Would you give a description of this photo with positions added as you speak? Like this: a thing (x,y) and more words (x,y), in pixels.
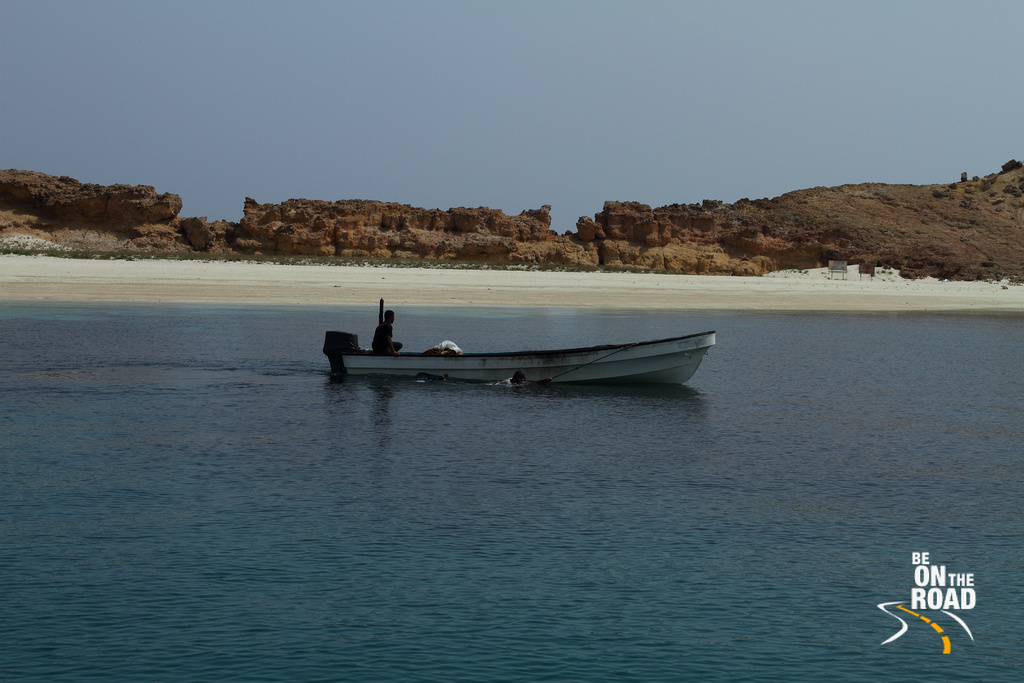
In this image, we can see water (352,422), we can see a boat (586,376), there is a person (393,344) sitting in the boat (446,366), we can see some mountains (450,254), at the top (556,205) there is a sky (591,33).
